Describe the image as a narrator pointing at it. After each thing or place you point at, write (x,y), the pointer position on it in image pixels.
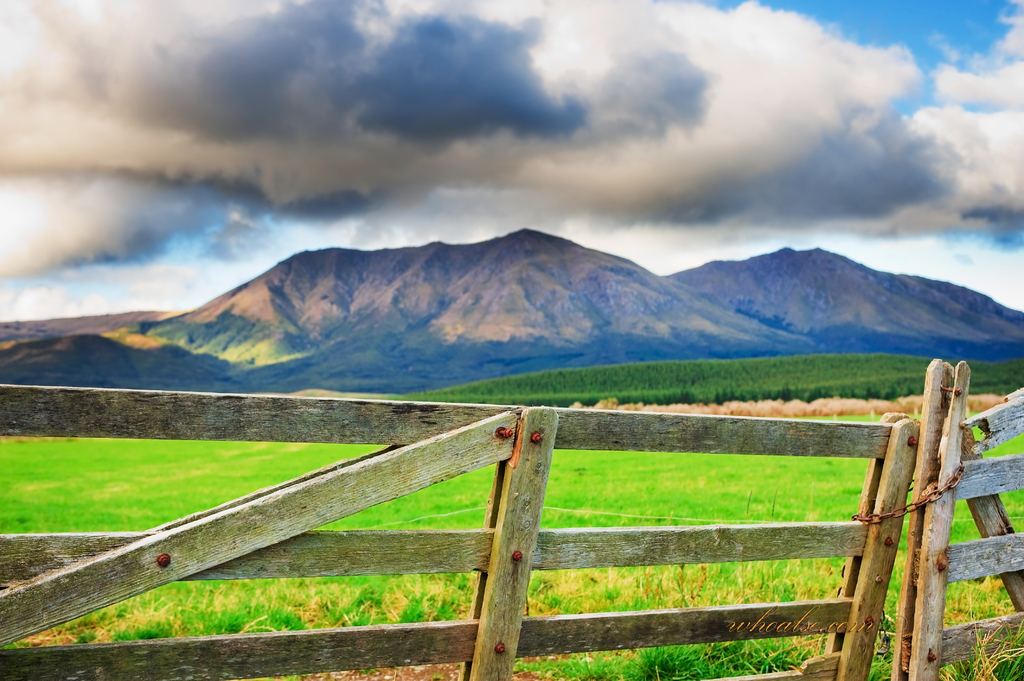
In the picture I can see wooden fence (473,546). In the background (394,339) I can see the grass (482,505), plants (544,373), mountains (434,369) and the sky (364,210).
